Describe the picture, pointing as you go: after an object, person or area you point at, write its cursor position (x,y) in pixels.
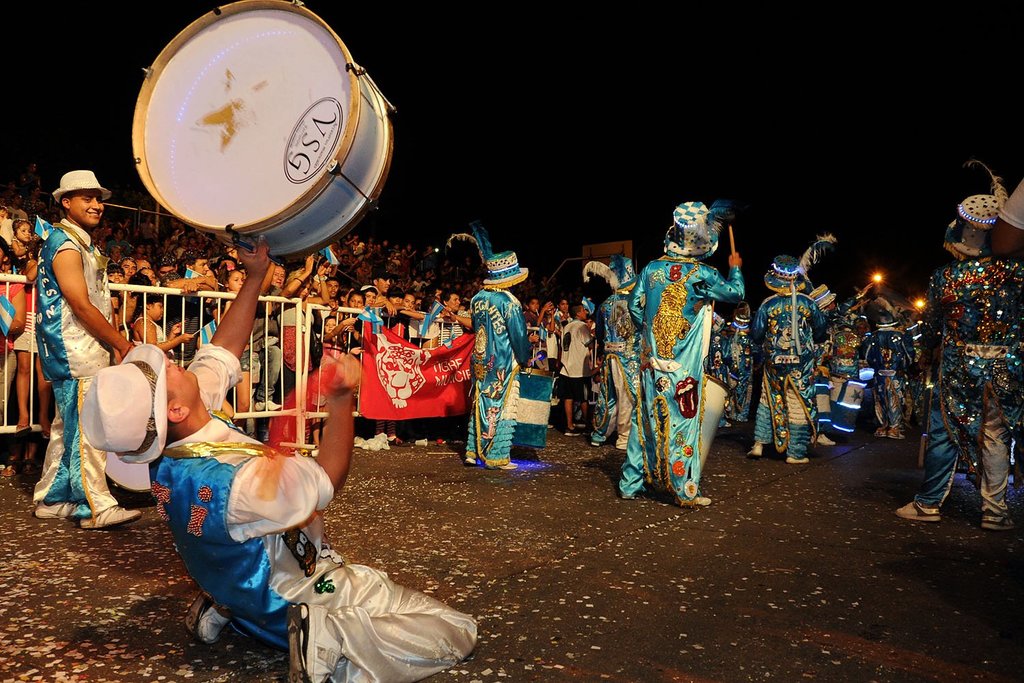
This is clicked outside. There are so many people (170,421) in this image. Some are wearing Circus dresses (647,426) and playing musical instruments (713,398) and the other people (355,317) who are on the left side (341,348) are watching them. There is a drum (295,120) on the top (295,120).
